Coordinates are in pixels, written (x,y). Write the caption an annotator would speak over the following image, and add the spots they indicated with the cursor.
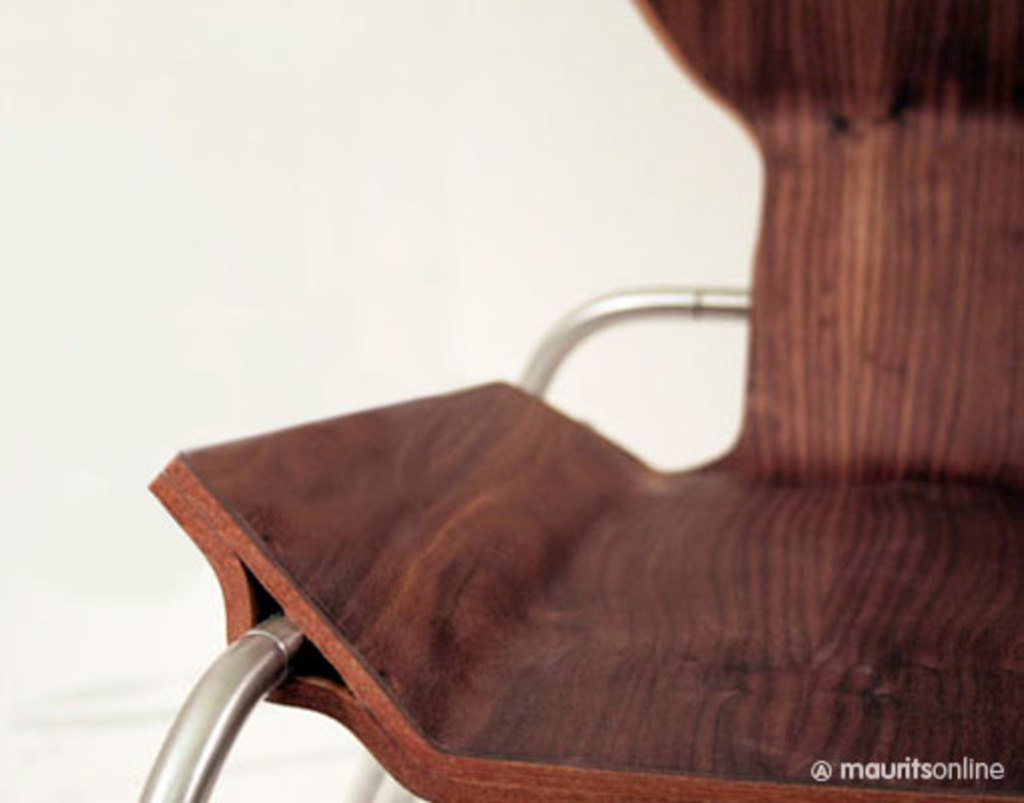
In front of the image there is a chair (703,57). Behind the chair (700,19) there is a wall (302,281). There is some text (968,766) at the bottom of the image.
